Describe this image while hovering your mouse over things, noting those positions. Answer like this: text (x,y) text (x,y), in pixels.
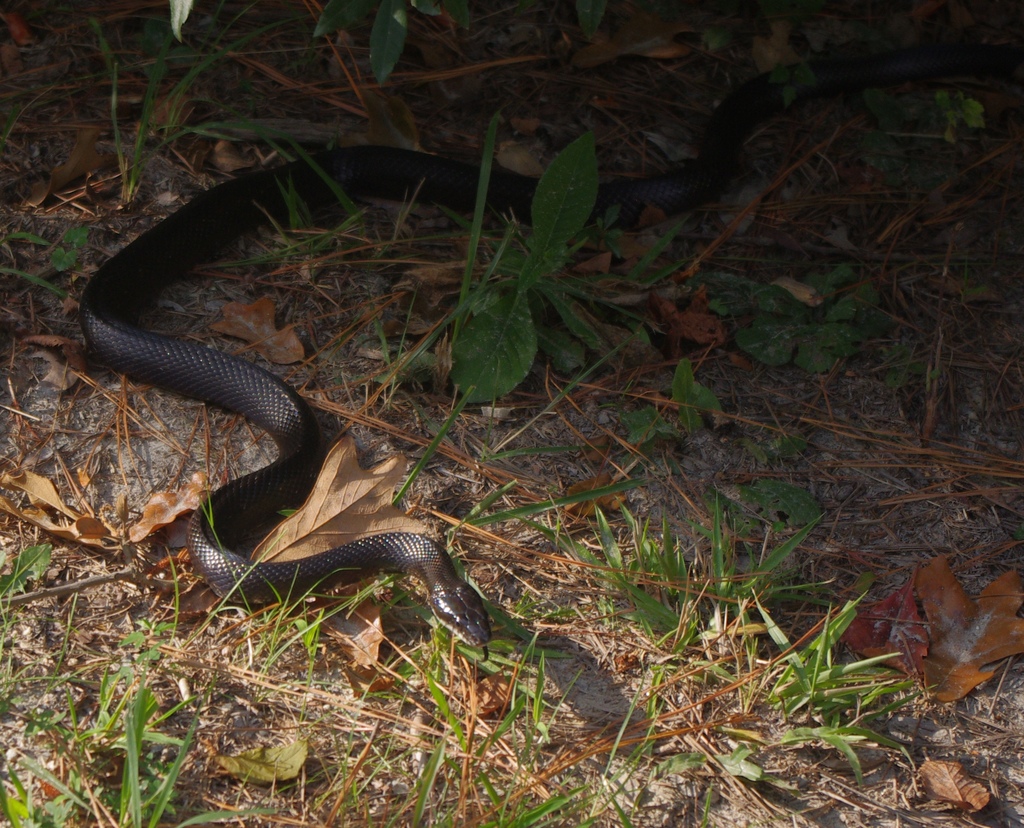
On the left side (261,592) it is a snake (303,484), it is in black color and these are the plants (748,342).
